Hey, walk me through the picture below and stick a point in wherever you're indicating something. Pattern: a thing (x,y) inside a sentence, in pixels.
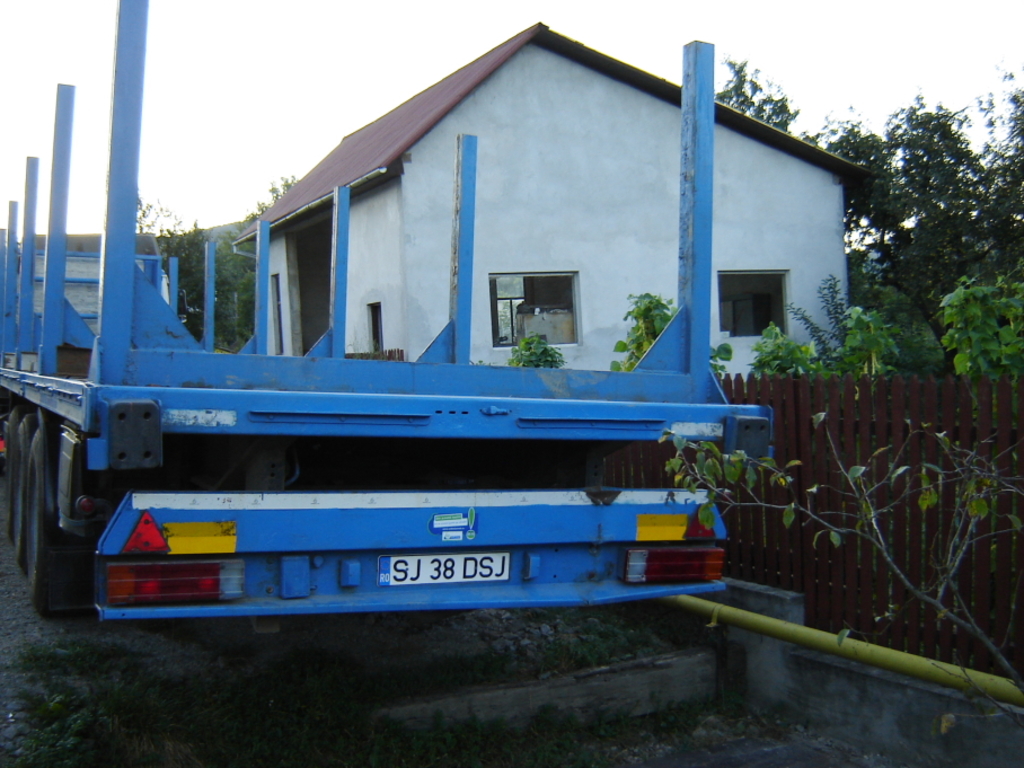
In this image we can see a blue color vehicle (243,469) on the road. We can also see a house (414,253), fence (879,408) and also many trees (233,287). Sky (304,49) is also visible.
